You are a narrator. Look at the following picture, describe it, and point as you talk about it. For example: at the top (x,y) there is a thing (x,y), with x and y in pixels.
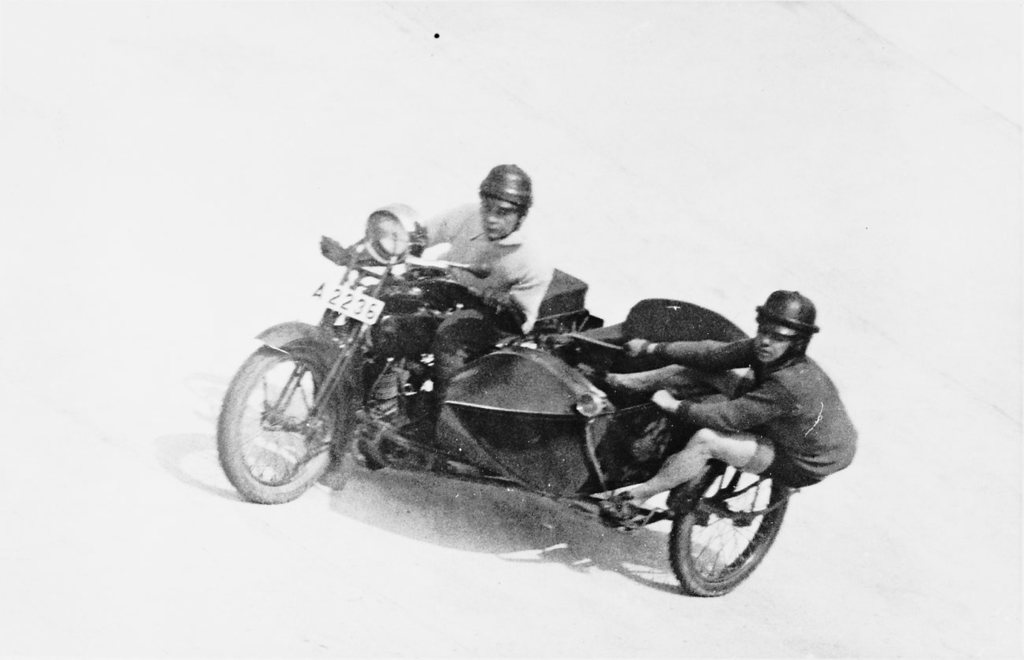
There are 2 men (447,357) riding on vehicle (515,404) and it is a black and white image.
